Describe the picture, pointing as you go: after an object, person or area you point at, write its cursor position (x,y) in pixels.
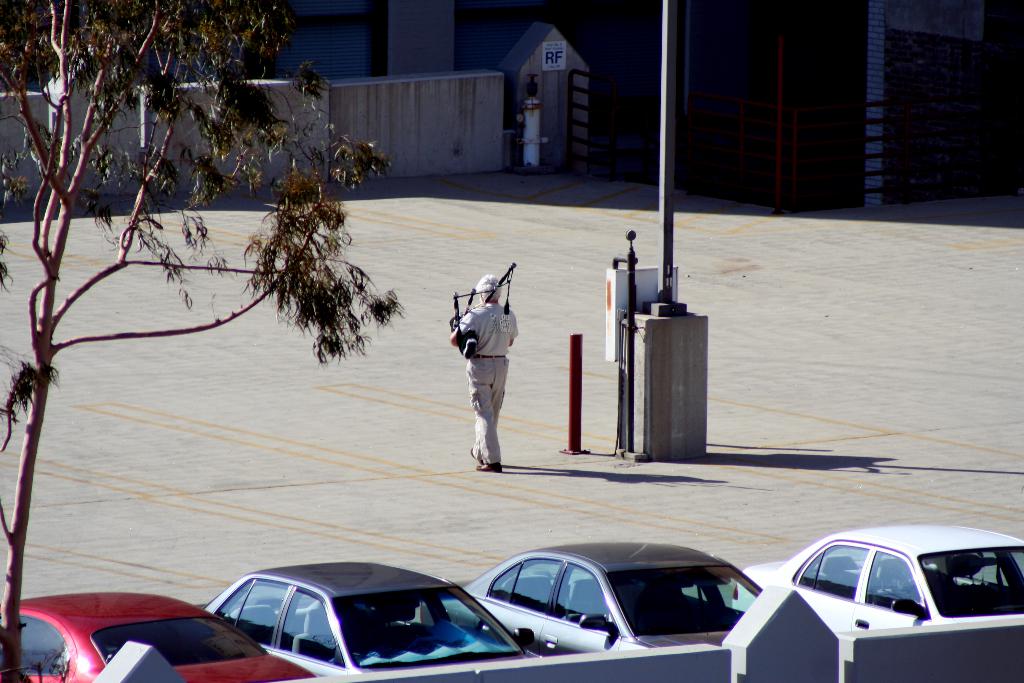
In this picture we can see a person (512,322) holding a black object (455,335) and walking on the path (509,455). There is a pole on this path (403,442). We can see a few vehicles (720,609) from left to right. There is a tree (199,194) on the left side (61,46). We can see a hydrant (529,134) and some fencing (573,115) on the right side (875,179). There is a shutter (355,69) in the background (495,39).
